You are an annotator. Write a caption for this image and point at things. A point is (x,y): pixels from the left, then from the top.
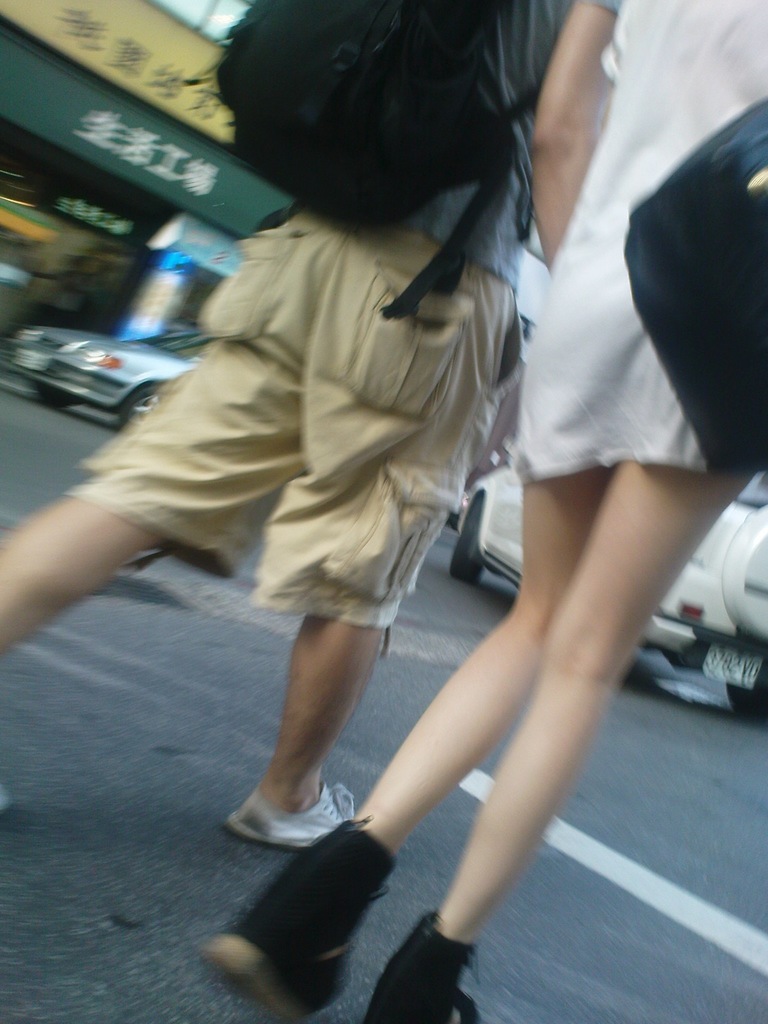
In this image we can see a man (519,167) and a woman (582,376) wearing bags (744,254) and walking on the road (429,844). In the background (140,389) we can see some vehicles (707,577). We can also see the building (81,160).
